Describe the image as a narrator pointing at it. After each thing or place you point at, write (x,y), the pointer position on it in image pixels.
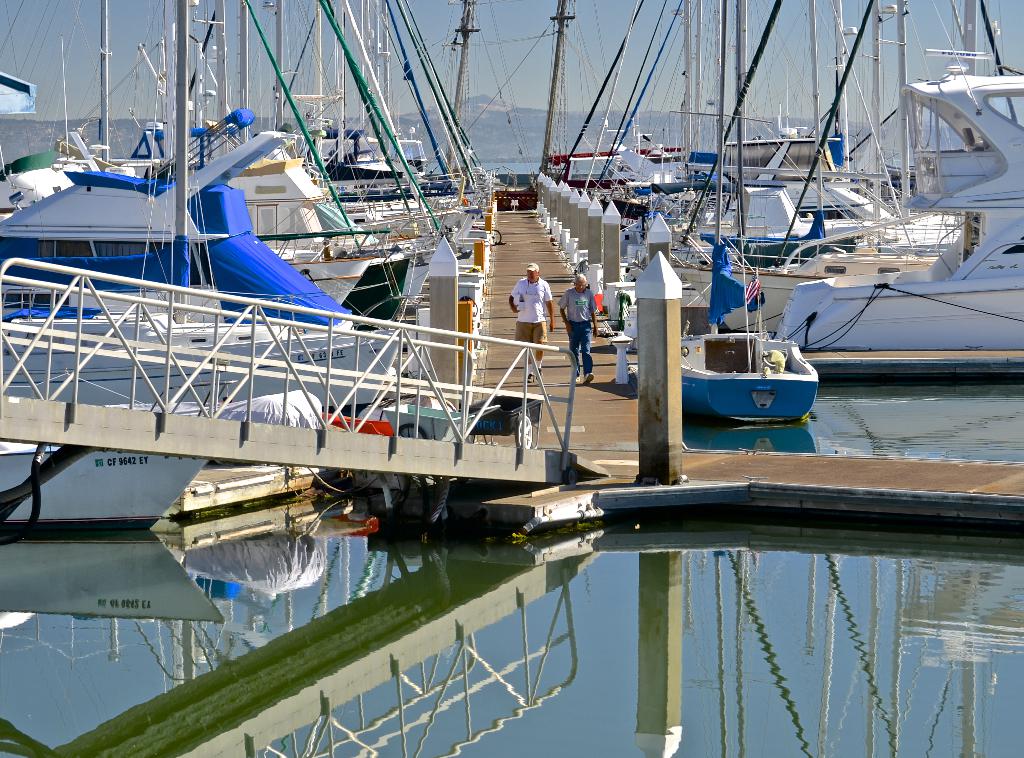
I can see two people (523,309) walking. These are the boats (710,208), which are floating on the water (940,410). This looks like a bridge (328,433). These are the pillars (562,204). Here is the water (636,679) flowing. In the background (481,128), I can see a hill (498,132).
